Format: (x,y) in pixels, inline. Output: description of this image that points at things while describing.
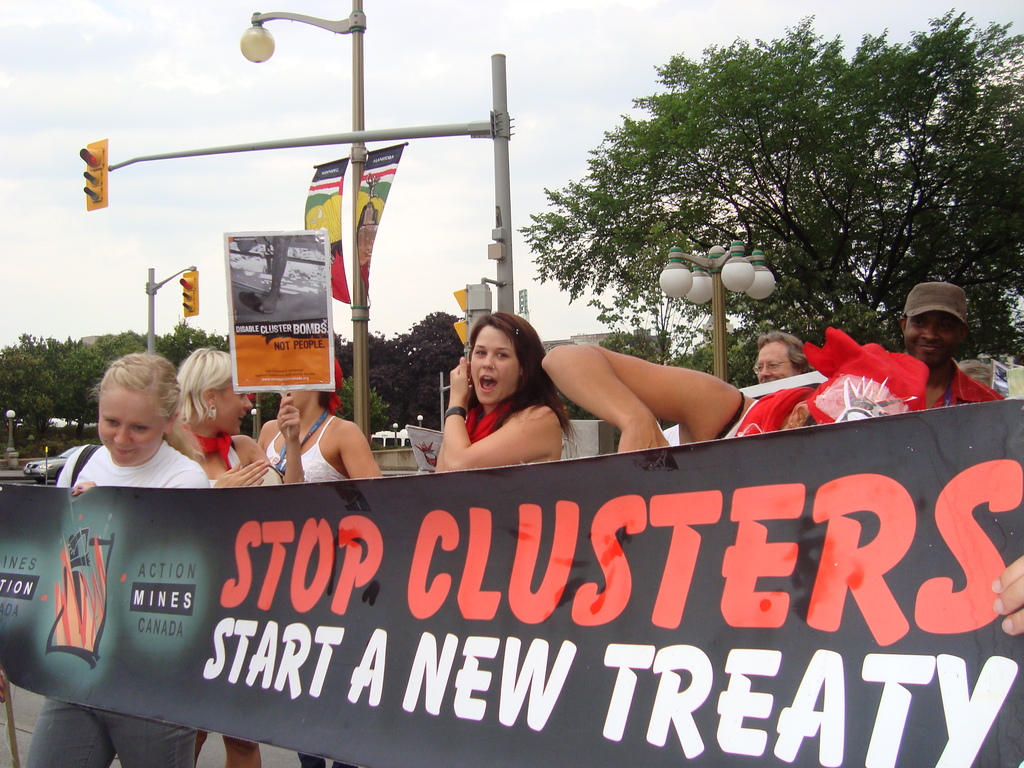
In the center of the image (516,450) there are people (57,748) holding a banner (669,650) with some text (770,495) on it. In the background of the image (757,228) there are trees (176,356). There are traffic signals (99,154). There are light poles (359,162). At the top of the image (349,53) there is sky (221,59).
